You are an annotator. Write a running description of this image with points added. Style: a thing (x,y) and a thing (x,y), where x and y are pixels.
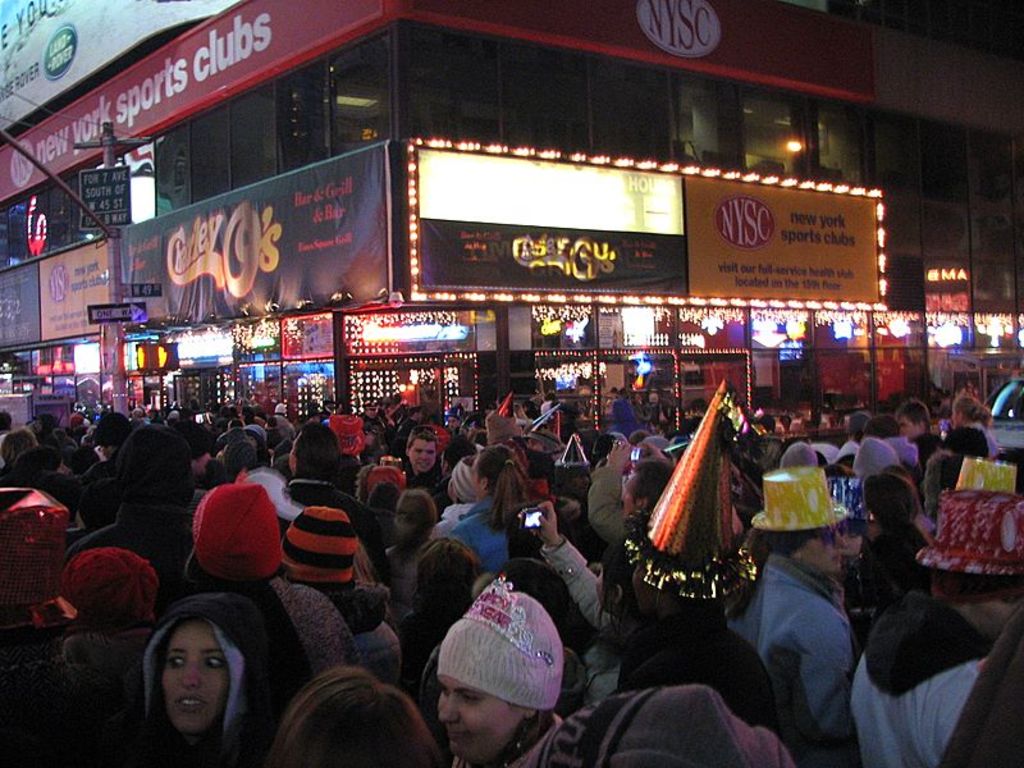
In this image we can see a group of people (397,569) standing on the road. In that we can see some people (659,560) wearing hats (671,576). on the backside (462,319) we can see a building (368,325) with lighting (439,332) and boards (429,280).
